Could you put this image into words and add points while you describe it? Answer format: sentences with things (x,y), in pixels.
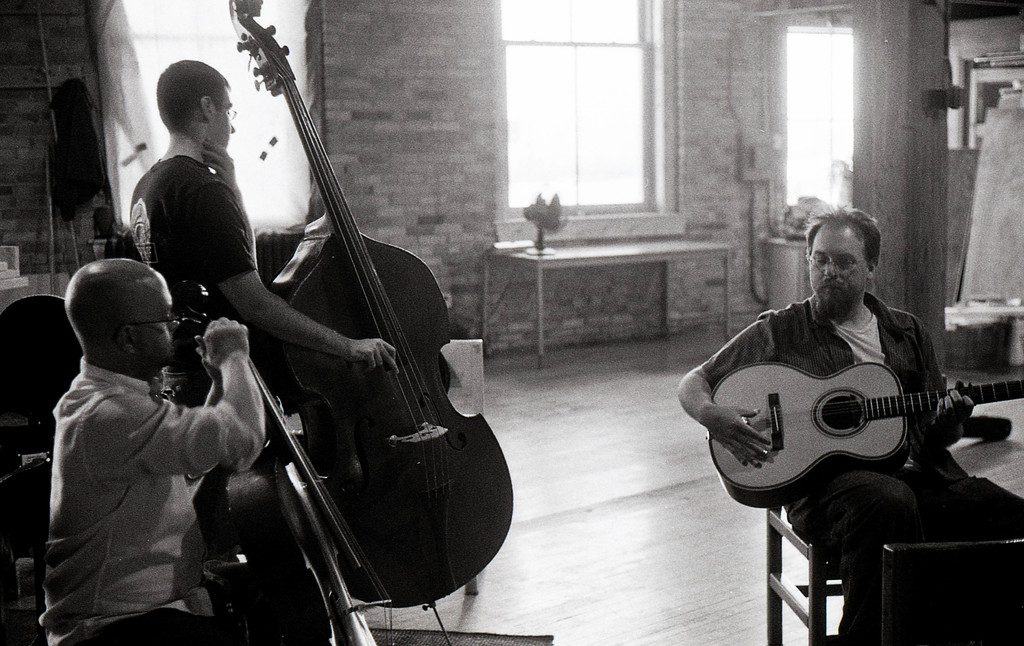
In this image there are three men (162,488) playing musical instruments (771,479). To the right (835,331) the man (858,350) is playing guitar (872,428). And to the left (152,323) both the men (132,385) are playing string instruments (186,291). At the background (233,43) there is a wall (391,38) and window (553,5).
